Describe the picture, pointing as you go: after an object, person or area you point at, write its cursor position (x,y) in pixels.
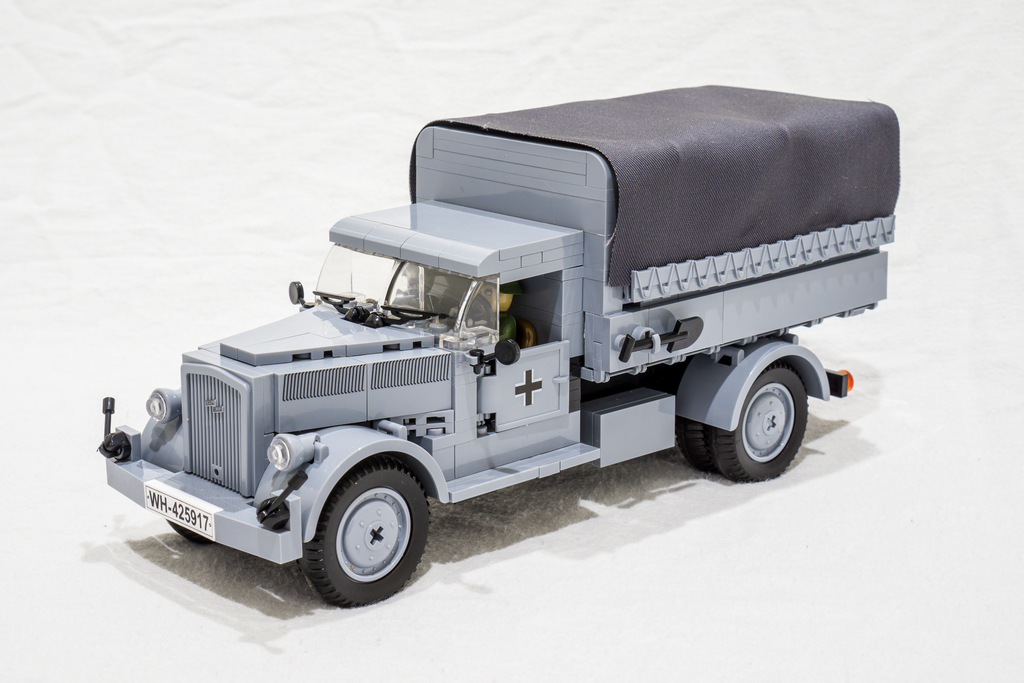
Here in this picture we can see a miniature truck (458,244) present on a white cloth (510,538).
